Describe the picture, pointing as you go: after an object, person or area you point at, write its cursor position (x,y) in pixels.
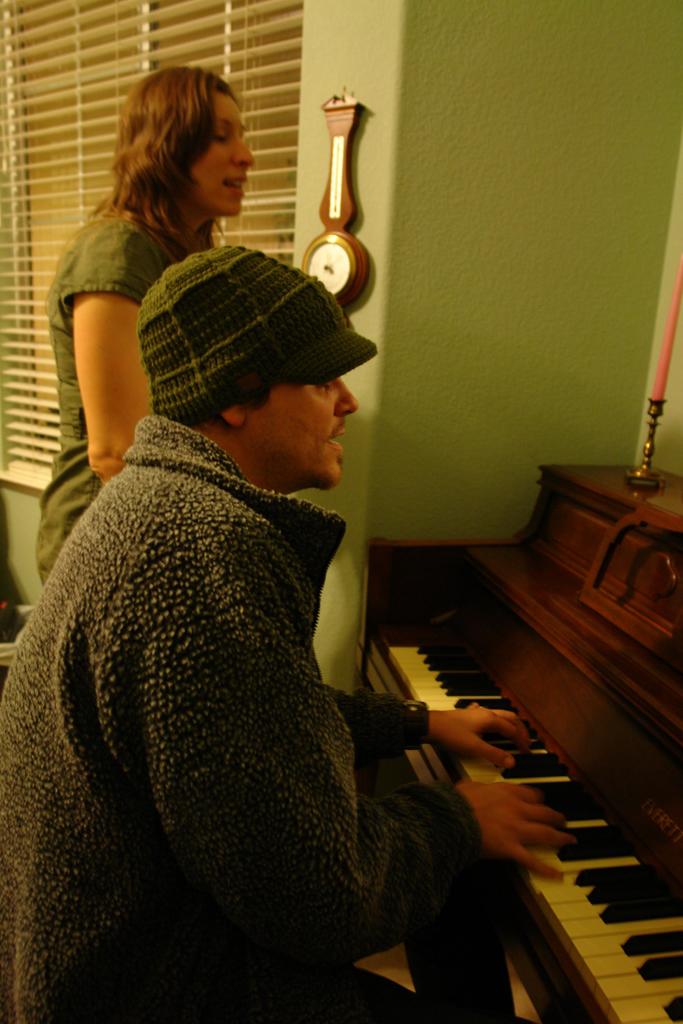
This is the picture inside of the room (466,400). There is a person (218,583) sitting and playing musical instrument (524,767) and there is a candle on the instrument (575,545). At the back (51,491) there is a woman (84,406) standing. At the back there is a clock (355,272) on the wall (546,344) and there is a window (58,448) behind the woman (84,457).
